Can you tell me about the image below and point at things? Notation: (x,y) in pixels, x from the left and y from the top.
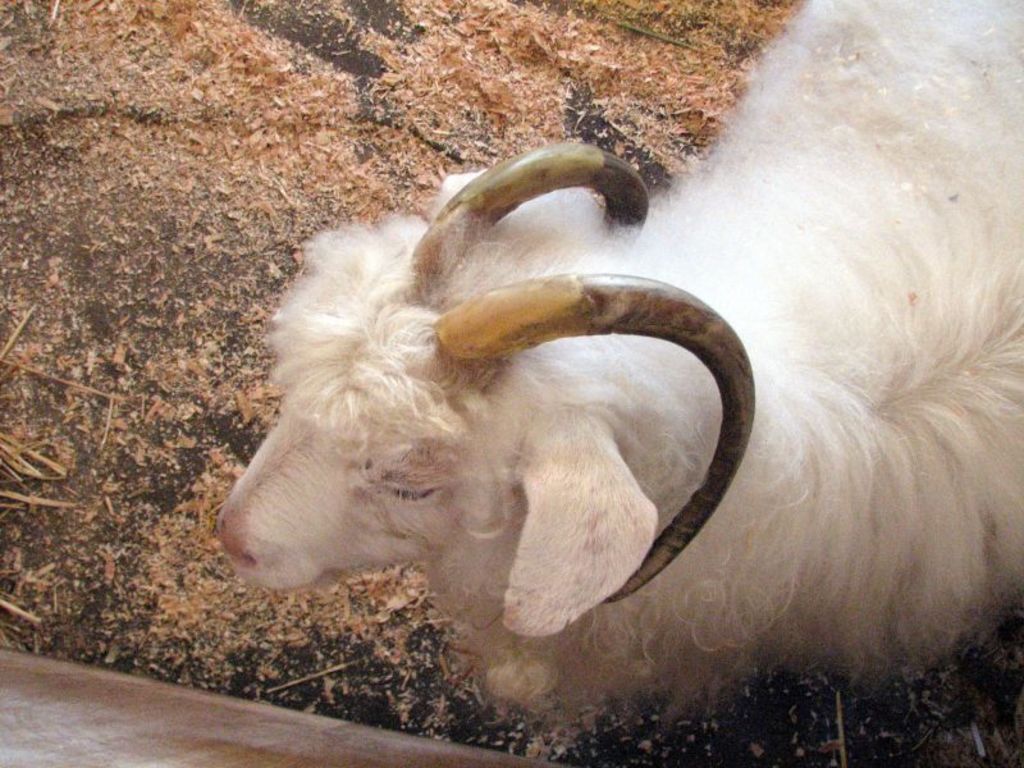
In this image we can see a white color goat (802,513).
